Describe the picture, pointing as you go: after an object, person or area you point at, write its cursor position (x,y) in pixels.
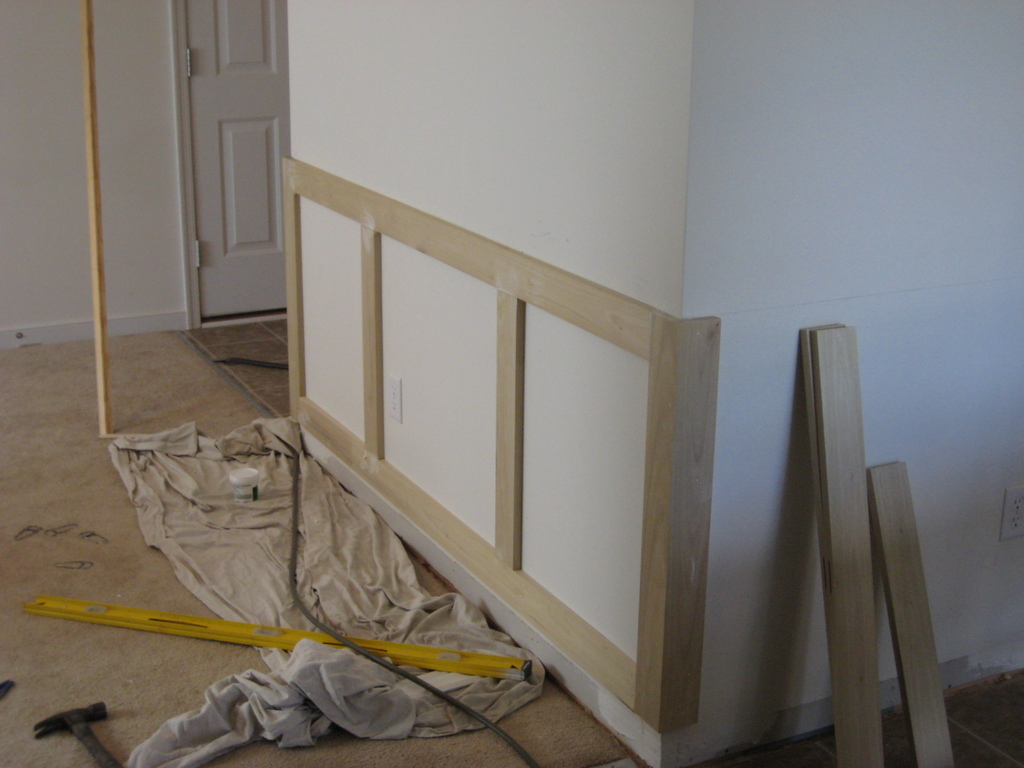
In the image there are some tools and cloth (308,490) on the floor (69,757) with wooden sheets (839,414) on the right side (856,518) in the front of the wall (890,380), on the left side (262,4) there is a door (228,202) to the room (206,307).
